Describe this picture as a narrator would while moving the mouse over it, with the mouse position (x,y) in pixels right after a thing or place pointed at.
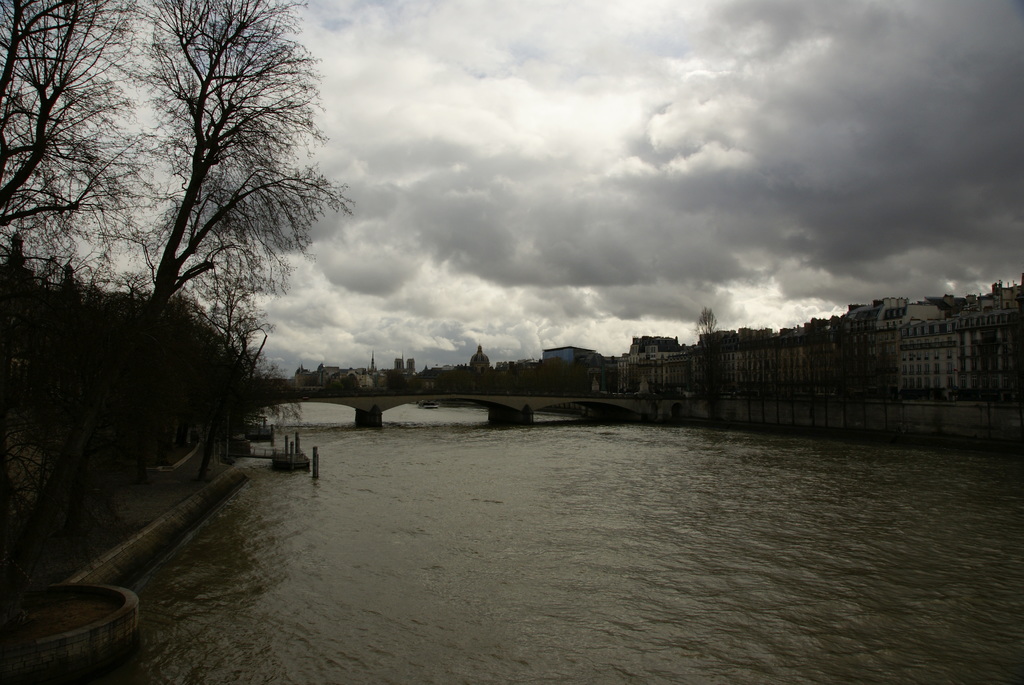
In this image we can see the bridge (503,408), water (420,430), trees (68,66), buildings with windows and we can also see the sky (534,159).
